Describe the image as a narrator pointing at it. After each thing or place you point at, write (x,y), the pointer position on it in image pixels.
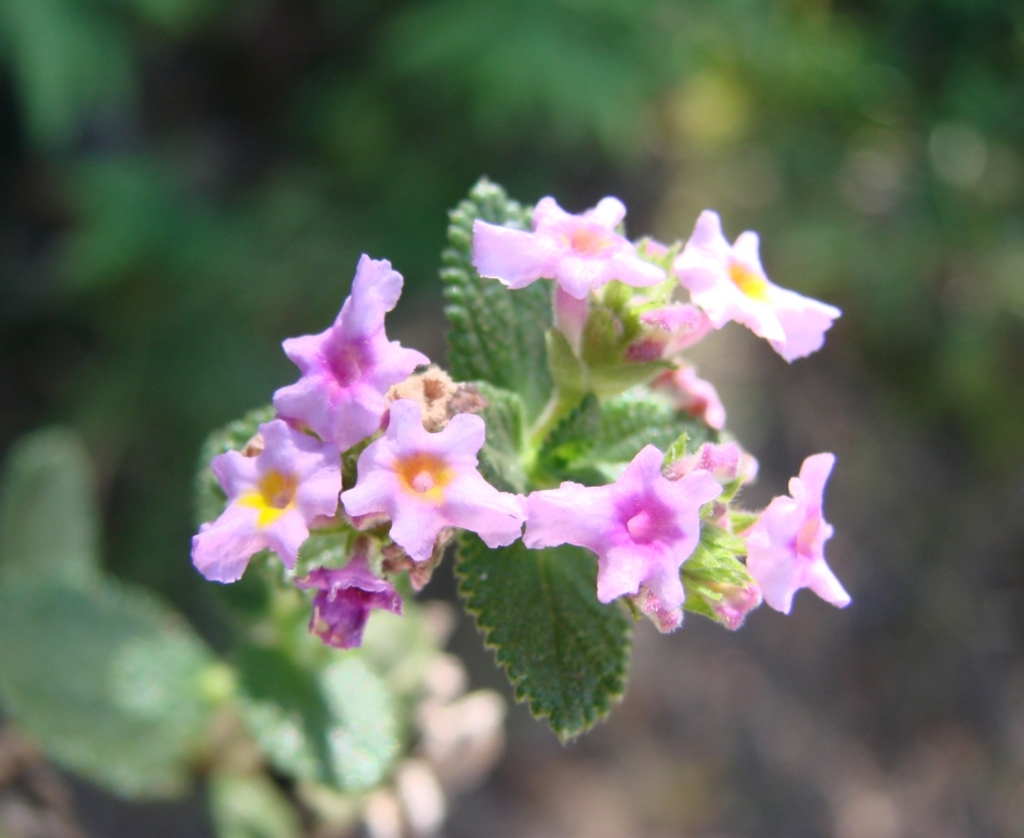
In this image, we can see some leaves (570,557) and flowers (432,552) on blurred background (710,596).
